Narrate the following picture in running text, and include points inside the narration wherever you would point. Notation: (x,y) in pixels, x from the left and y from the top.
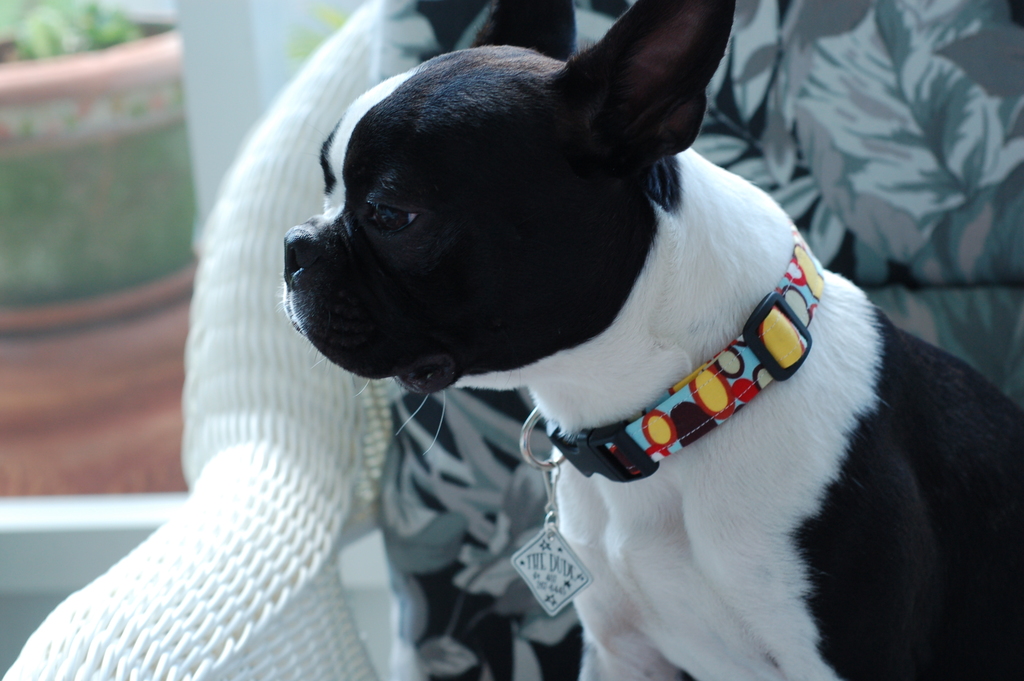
In this image there is a dog (581,273) on a chair (327,79), on the left side (84,467) it is blurred.
